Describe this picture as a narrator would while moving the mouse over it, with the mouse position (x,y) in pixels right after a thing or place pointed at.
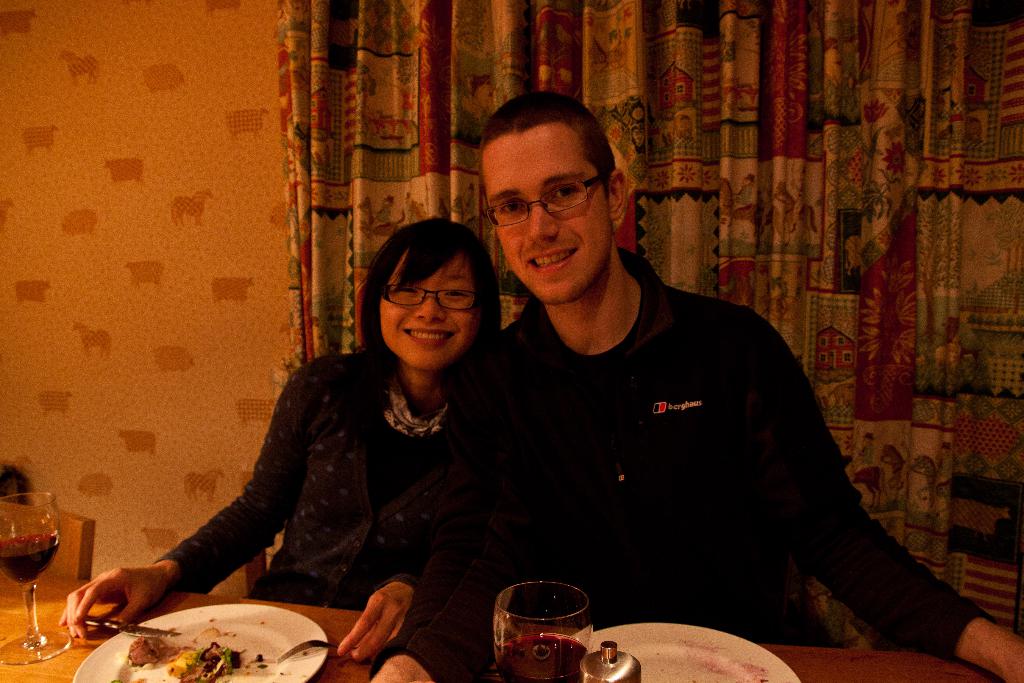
In this image, there are two persons (439,467) sitting and smiling. At the bottom of the image (35,560), I can see the plates (298,665), knife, fork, wine glasses (518,663) with wine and few other objects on a table (811,672). Behind the persons (555,433), I can see a curtain (558,58) and a wall (3,322).
